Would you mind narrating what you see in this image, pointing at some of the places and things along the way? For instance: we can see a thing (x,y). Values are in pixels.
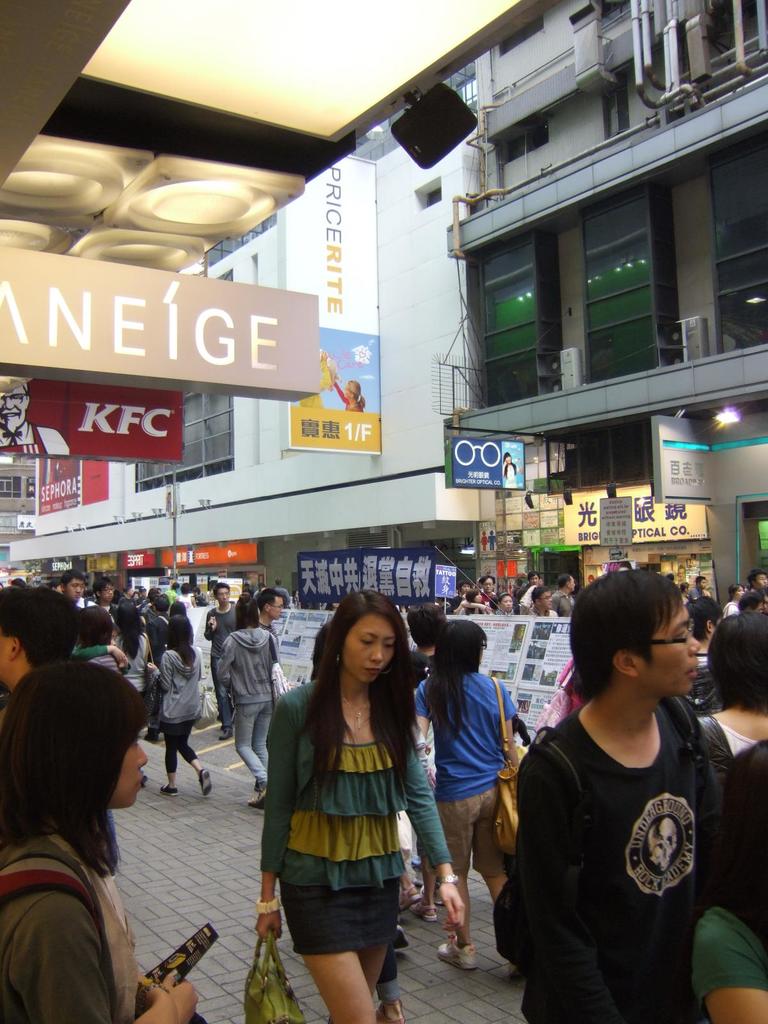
In this image there are people (575,779) walking on a path (211,905), in the background (268,480) there are buildings (409,432), for that buildings (390,417) there are banners (297,408) on that banner (330,573) there are text (134,329).
